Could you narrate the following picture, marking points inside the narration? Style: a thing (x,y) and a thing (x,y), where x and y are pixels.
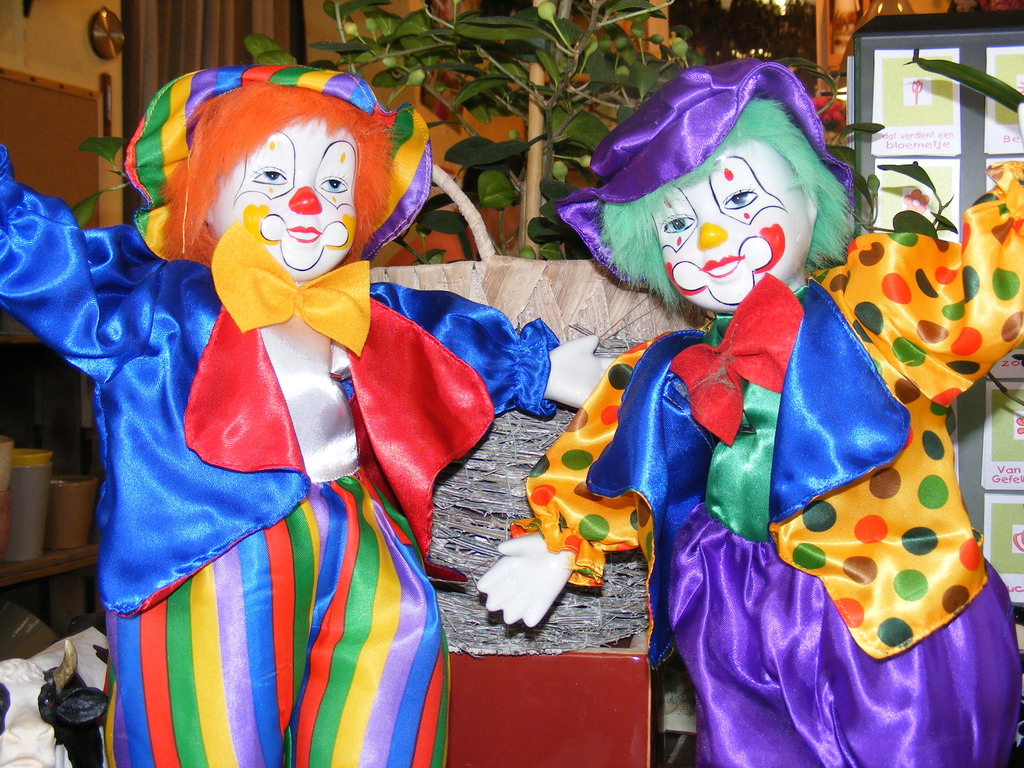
In this image we can see two toys (634,241). In the background (545,32) we can see the plant (562,31), some board (978,41) with text papers (999,409). We can also see the wall (5,7) and some other objects (38,488) placed on the wooden counter (63,561) which is on the left (36,565).
